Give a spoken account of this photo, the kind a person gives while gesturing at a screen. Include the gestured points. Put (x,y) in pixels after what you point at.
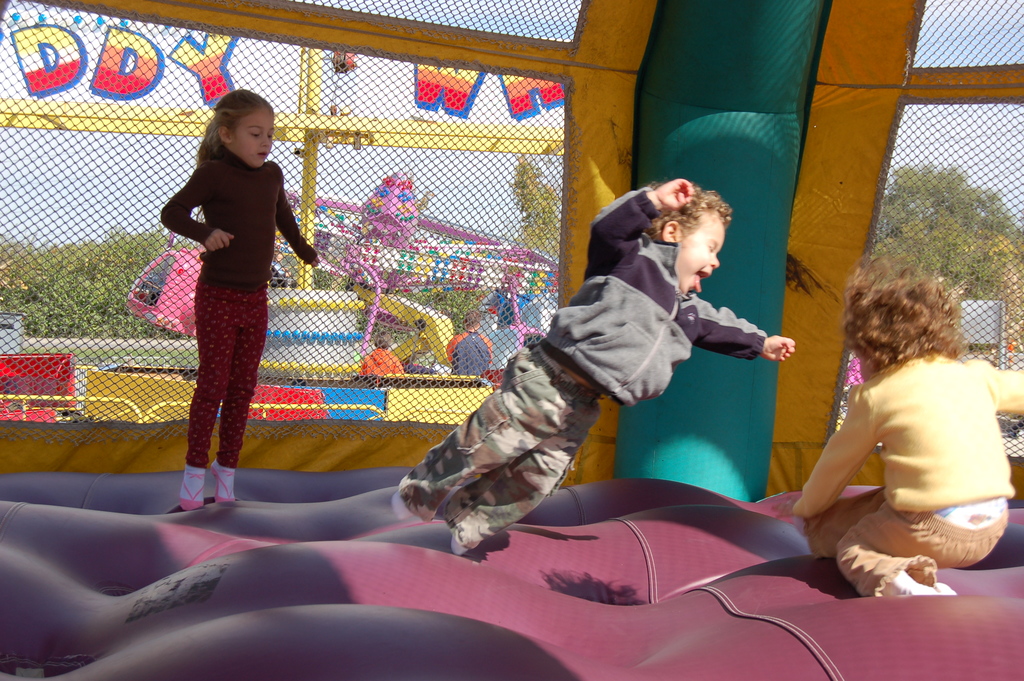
In this image we can see three kids (204,378) in the bouncy castle (338,456), two of them are jumping, there are few other playing instruments (286,291), there is a board (459,74) with some text (469,97) on it, there are trees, also we can see the sky (176,143).
